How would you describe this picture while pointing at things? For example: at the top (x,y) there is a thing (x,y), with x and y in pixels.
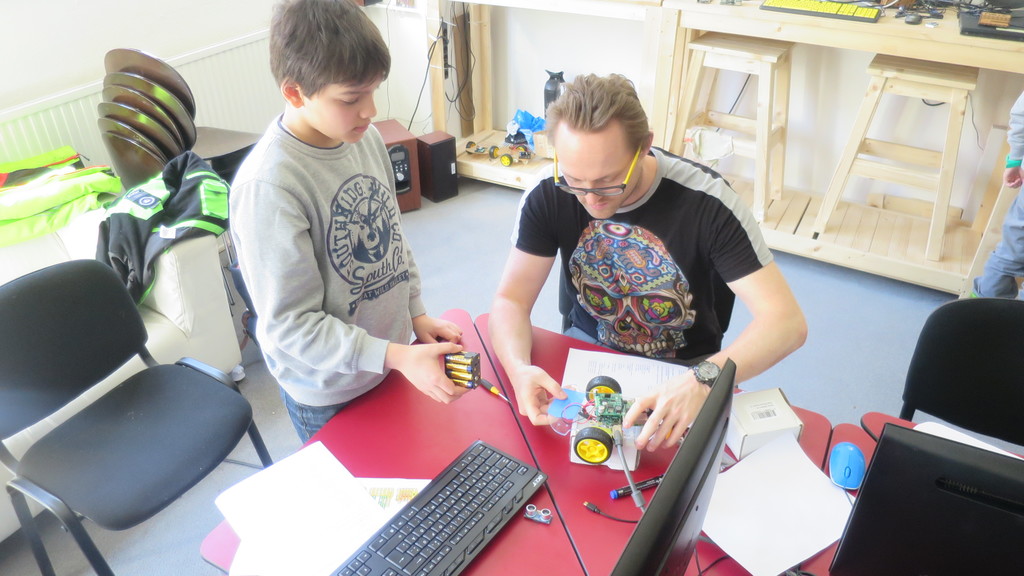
In this image we can see a person (562,234) and a boy (398,248). Person (567,186) is wearing specs (590,185) and watch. And he is holding something in the hand (652,430). And the boy (359,299) is holding something in the hand (440,377). There are tables (393,420). On the tables (380,430) there are papers (278,502), keyboard (466,452), box (742,395), pen (641,482) and some other items (688,511). And there are chairs (194,393). In the back (719,39) there are stools (783,89). And there are tables (701,30). On the tables (814,29) there are many items (846,16). And there are many other items (504,150) in the room (74,132).
